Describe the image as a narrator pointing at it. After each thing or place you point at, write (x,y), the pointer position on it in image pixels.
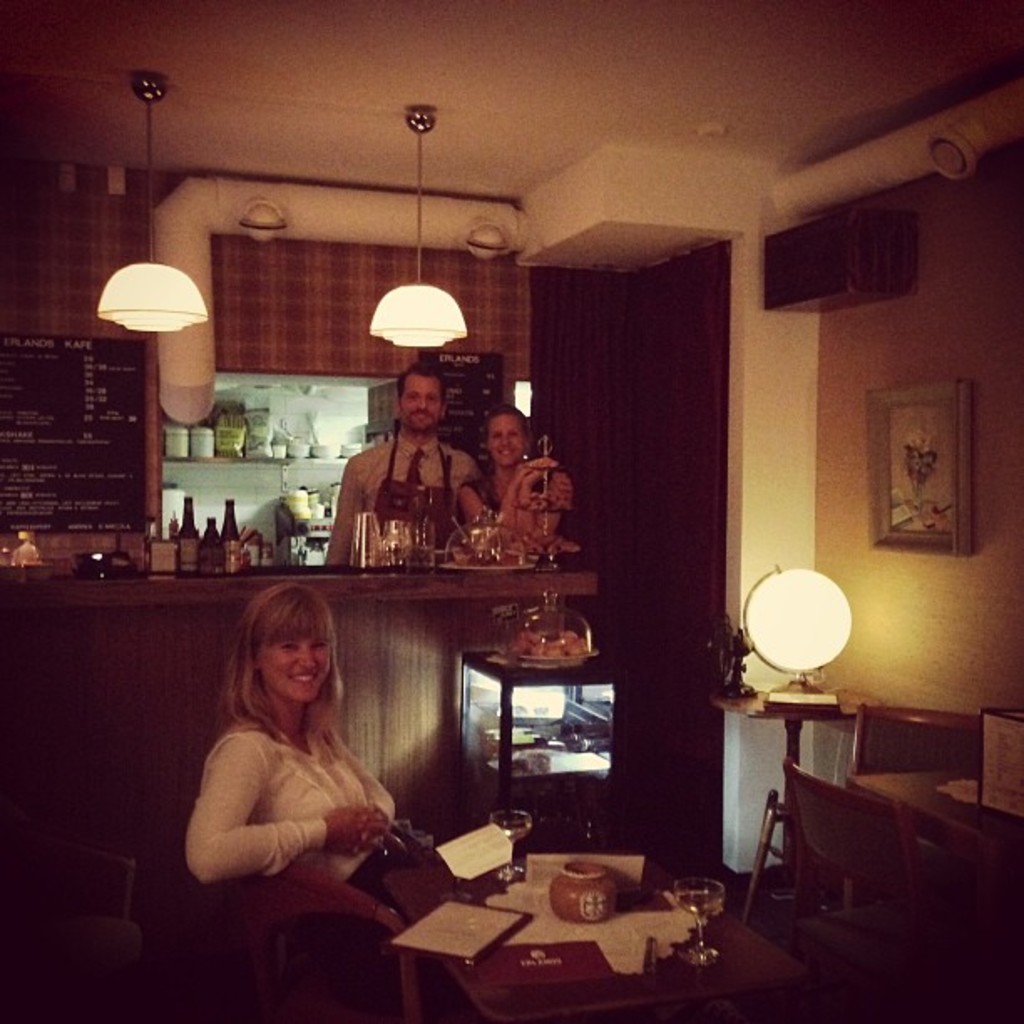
There is a woman (300,664) sitting on a chair (307,900) and smiling behind her there are two people (339,559) standing. There is a counter table (173,597) there are bottles (232,528) and glasses (372,555) which are placed on the counter table (112,603). On the top (419,133) there are lights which are attached to the top (419,133). On the right side of the image (837,608) there is a wall painting (880,527) and a lamp (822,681). There is a chair (834,936).
